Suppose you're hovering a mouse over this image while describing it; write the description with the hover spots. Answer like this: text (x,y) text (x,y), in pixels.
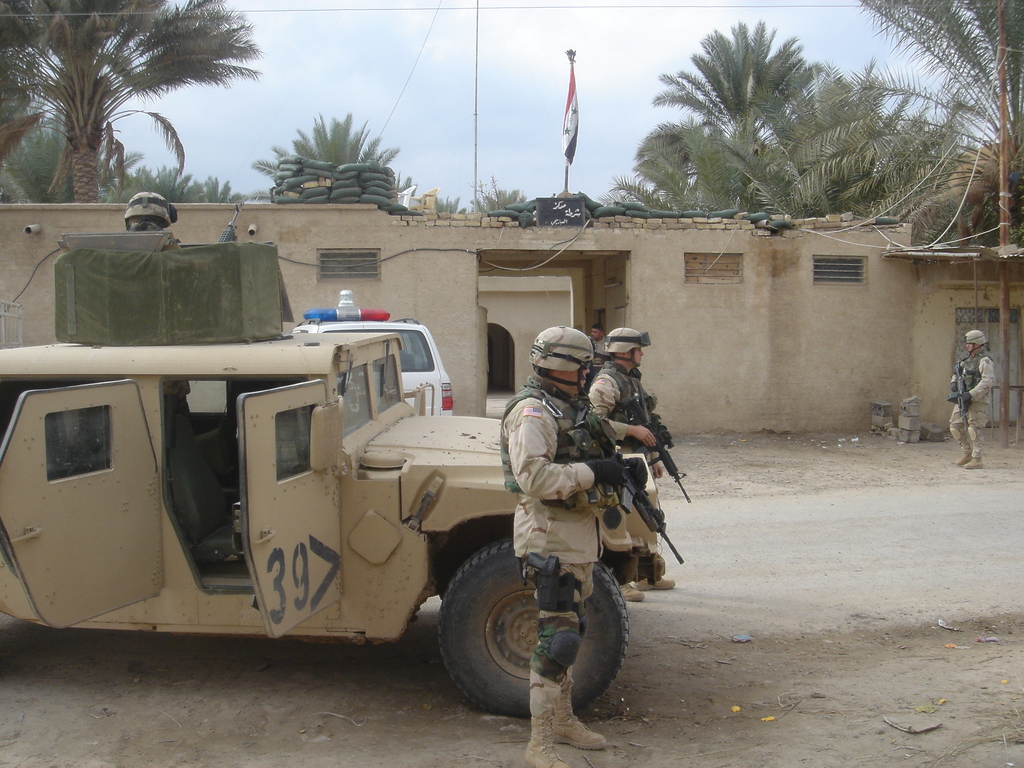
In this image I can see the group of people (545,486) with uniforms (573,501) and these people (596,501) are holding the weapons (632,504). To the left (239,465) I can see the vehicles (233,419). In the background (299,243) I can see the house (532,259), flag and some objects (341,179) on the top of the house (672,229). I can also see trees (962,133) and sky (515,16) in the back (555,14).
